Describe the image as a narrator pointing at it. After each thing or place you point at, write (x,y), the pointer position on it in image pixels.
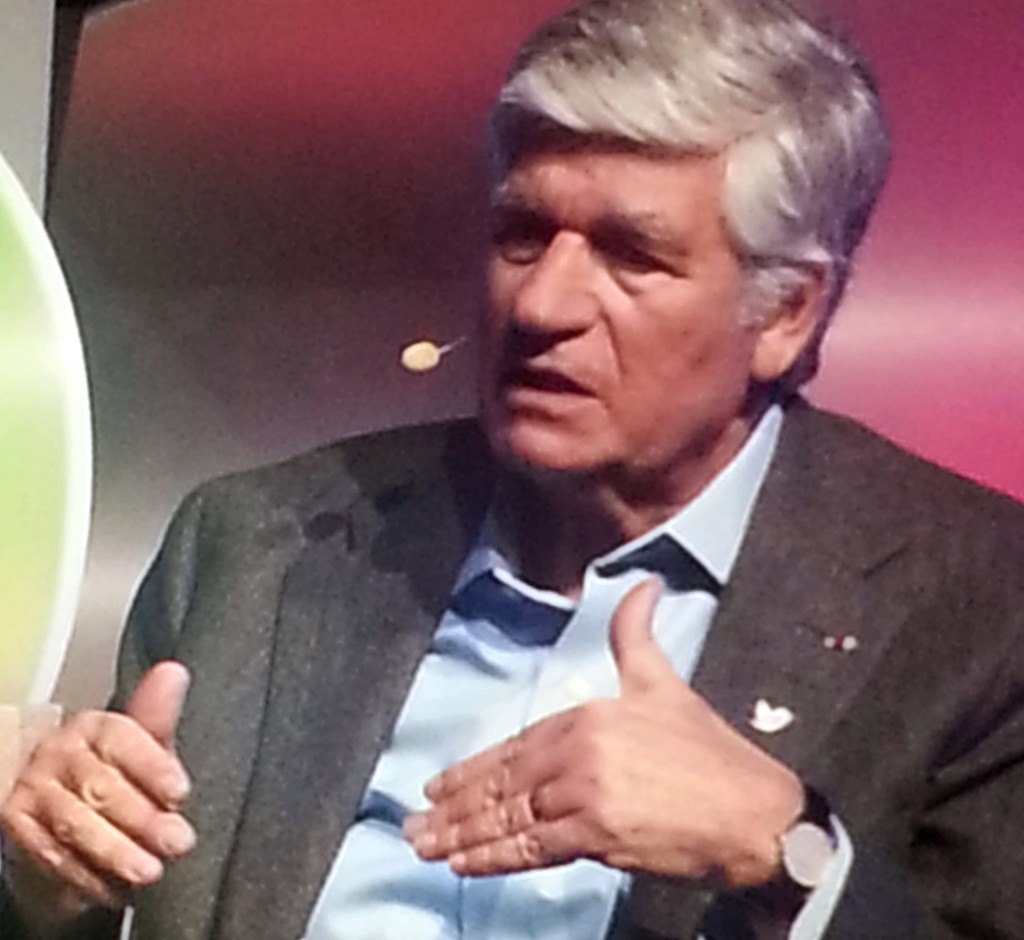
In the center of the image (518,440) there is a person (724,871) wearing a watch (822,848).
